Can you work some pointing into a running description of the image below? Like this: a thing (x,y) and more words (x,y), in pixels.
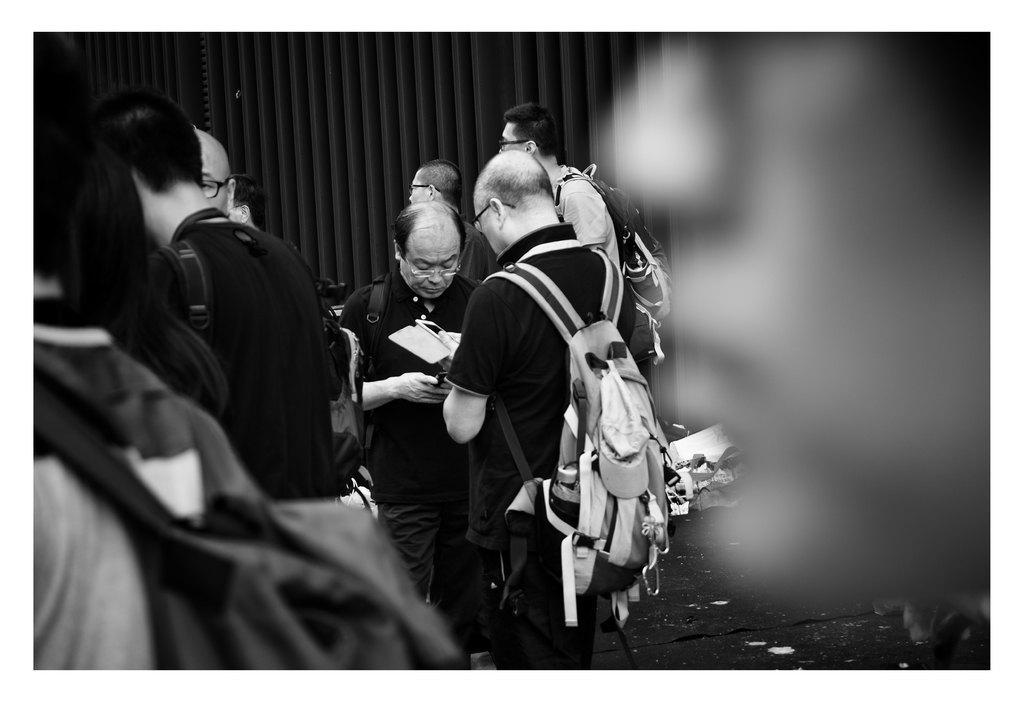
This image is a black and white image. This image is taken outdoors. In the background (299,63) there is a wall (398,97). On the right side (739,300) the image is a little blurred. In the middle of the image (520,320) four men (521,306) are standing and two men (488,426) are holding mobile phones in their hands (434,383). On the left side of the image (131,359) there are a few men (161,398).
